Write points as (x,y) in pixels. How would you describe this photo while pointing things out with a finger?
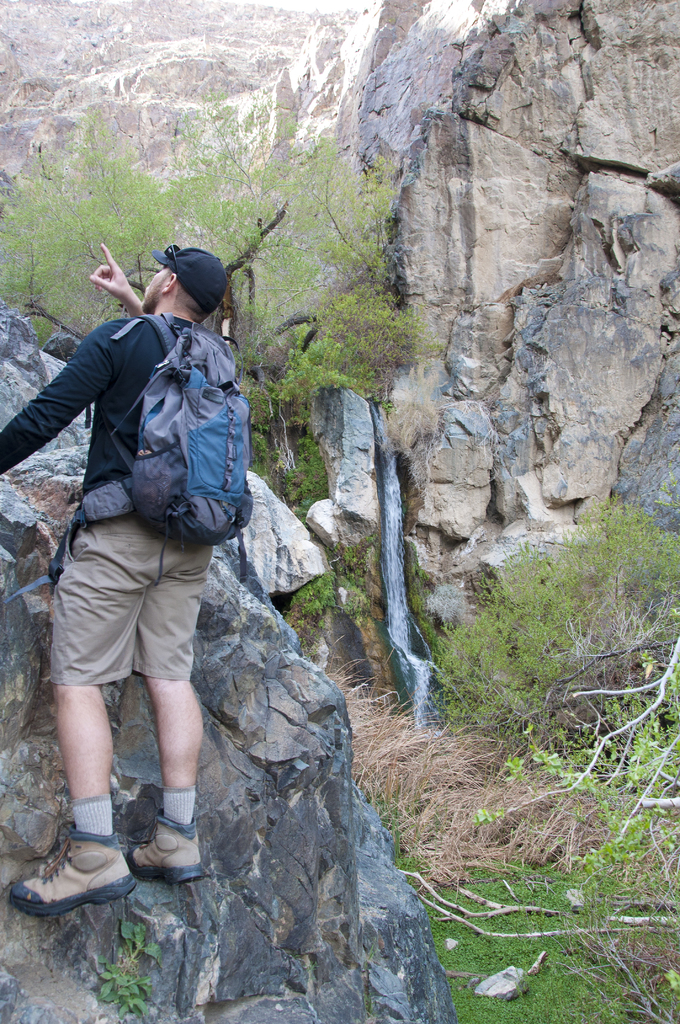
Here we can see a person (157,663) having a backpack (164,483), climbing a rock (211,612) and we can see trees (192,181) and plants (537,719) present here and there
